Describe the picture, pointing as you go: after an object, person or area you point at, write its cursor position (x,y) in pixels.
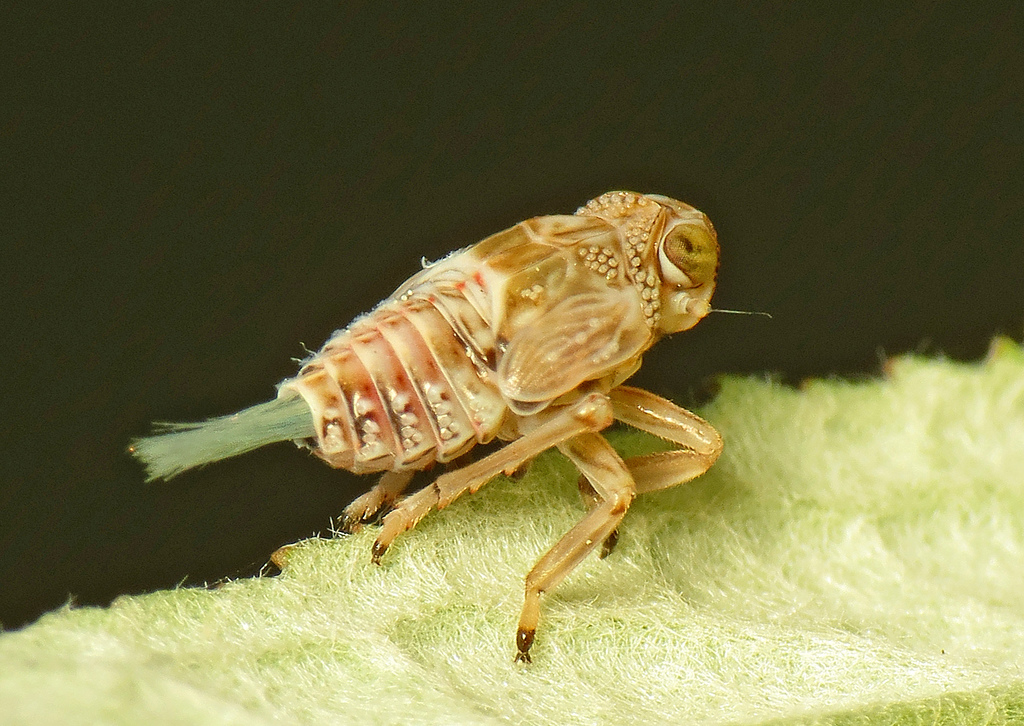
In this image I can see an insect (616,516) which is in brown color on some object (484,677) and the object (732,568) is in green color.
